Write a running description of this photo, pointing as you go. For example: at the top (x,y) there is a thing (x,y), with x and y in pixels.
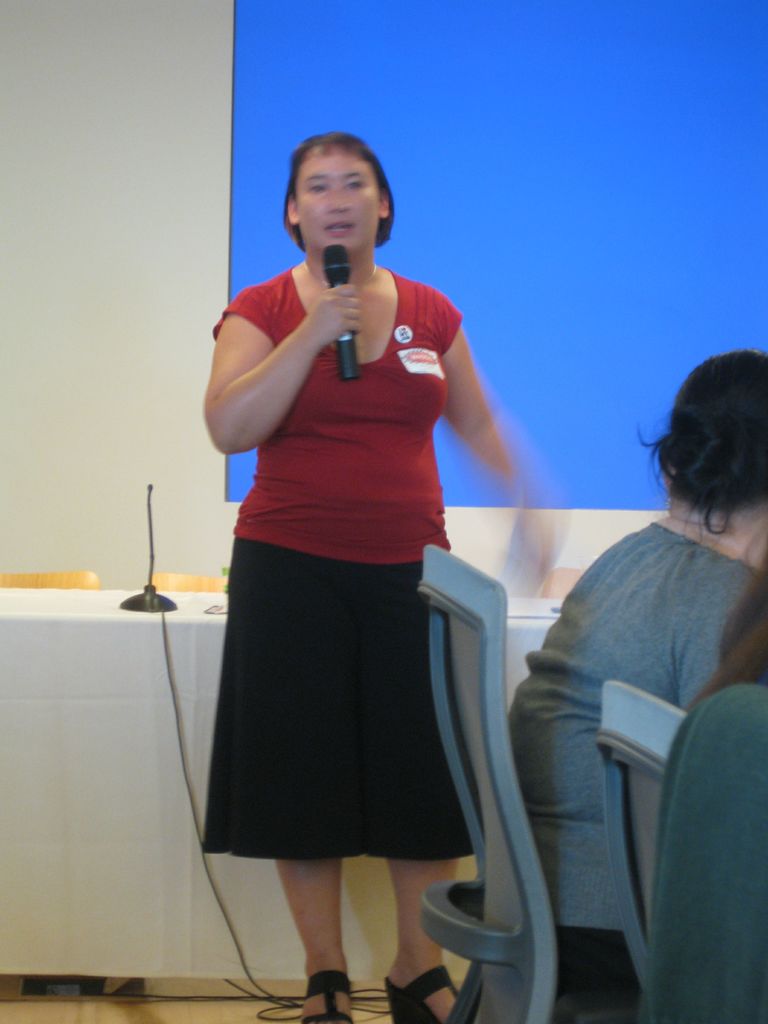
In the center of the image (374,348) we can see a lady (370,313) standing and holding a mic (350,351). On the right (551,631) there are people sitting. In the background (62,615) there is a table (175,619) and we can see a mic (151,535) placed on the table (194,900). We can see a screen (281,251) and a wall (149,235).
